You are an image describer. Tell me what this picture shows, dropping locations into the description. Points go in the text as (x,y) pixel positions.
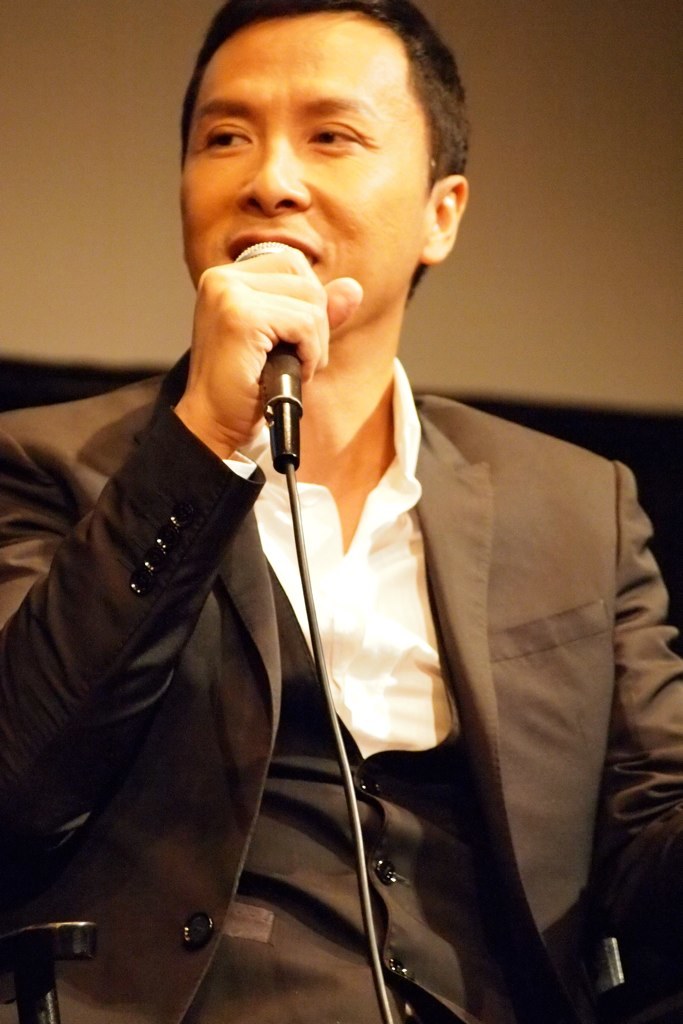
In this picture i could see a person (316,506) wearing a formal blazer (433,514), vest (381,827) and white shirt (381,612). He is holding a mic (280,365) in his hand (282,309) and talking to some one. In the background (476,263) there is a yellow colored wall (517,281).
